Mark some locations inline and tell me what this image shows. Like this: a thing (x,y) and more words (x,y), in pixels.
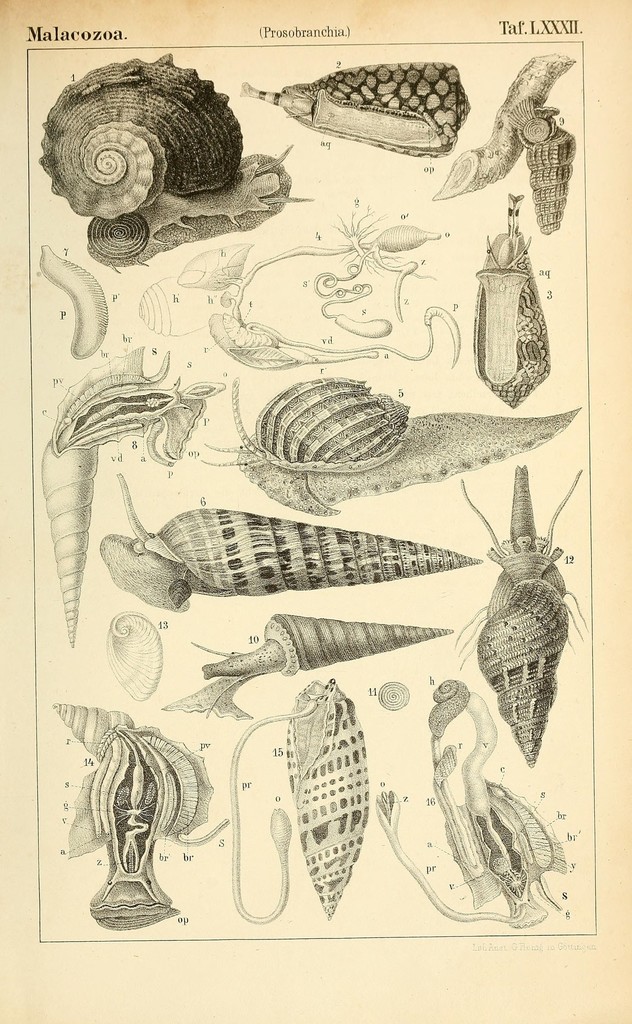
In the picture I can see an art (258,162) of different kind of sea shells (294,672) with labeling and on the top of the image (535,23) we can see some text (562,27).
